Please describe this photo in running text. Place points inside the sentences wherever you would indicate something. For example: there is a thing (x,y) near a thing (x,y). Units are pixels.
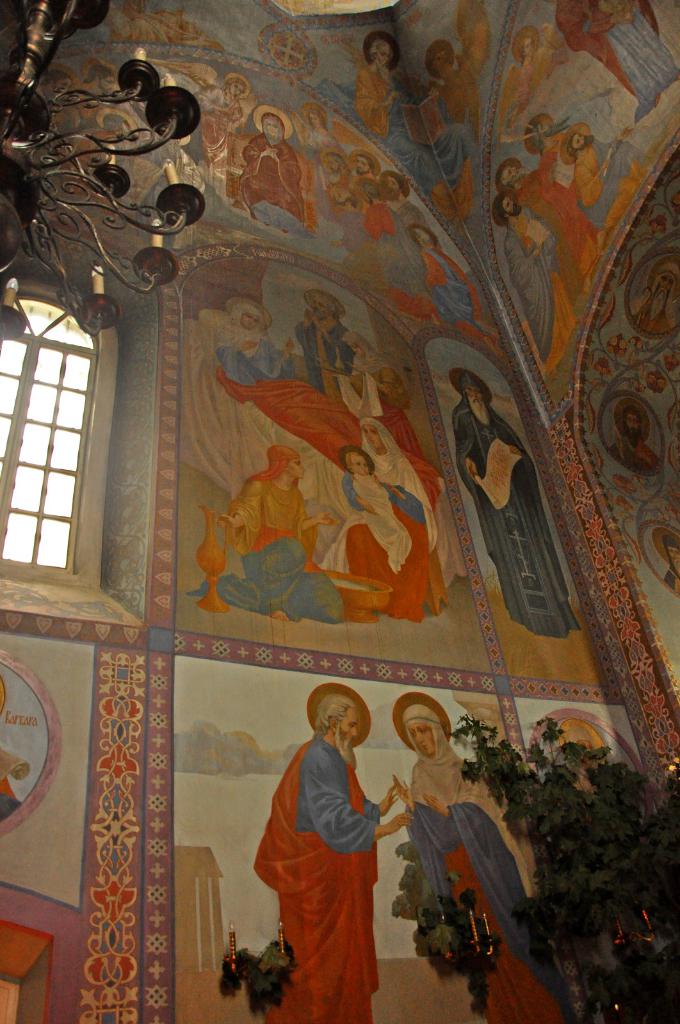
In this image there is a wall (381,245), on the wall (300,323) there is some painting (349,353), at the bottom (599,914) there are some plants (599,905) and candles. At the top (161,248) there is one chandelier (86,313), on the left side (56,435) there is one window (37,494).
